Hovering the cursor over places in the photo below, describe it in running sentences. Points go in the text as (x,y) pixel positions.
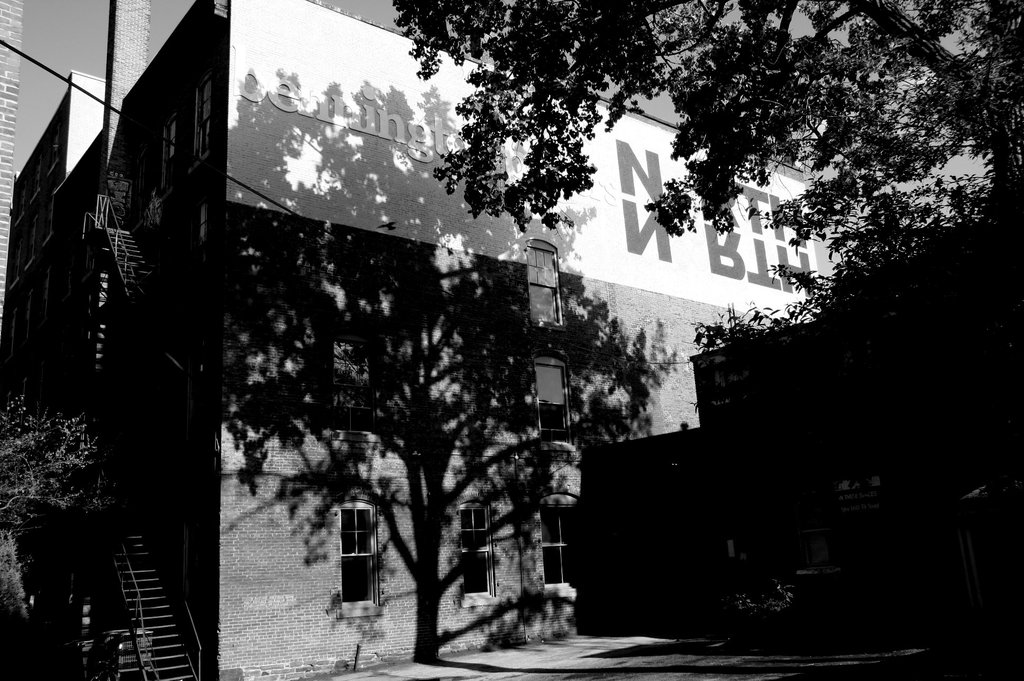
In this picture we can see the buildings (213,309). On the right (733,57) we can see the tree (786,98) near to the wall (221,655). On the left (120,244) we can see steel stairs (141,574). At the top (391,20) there is a sky (393,9). In the top left corner (1,9) we can see the building (2,64).
